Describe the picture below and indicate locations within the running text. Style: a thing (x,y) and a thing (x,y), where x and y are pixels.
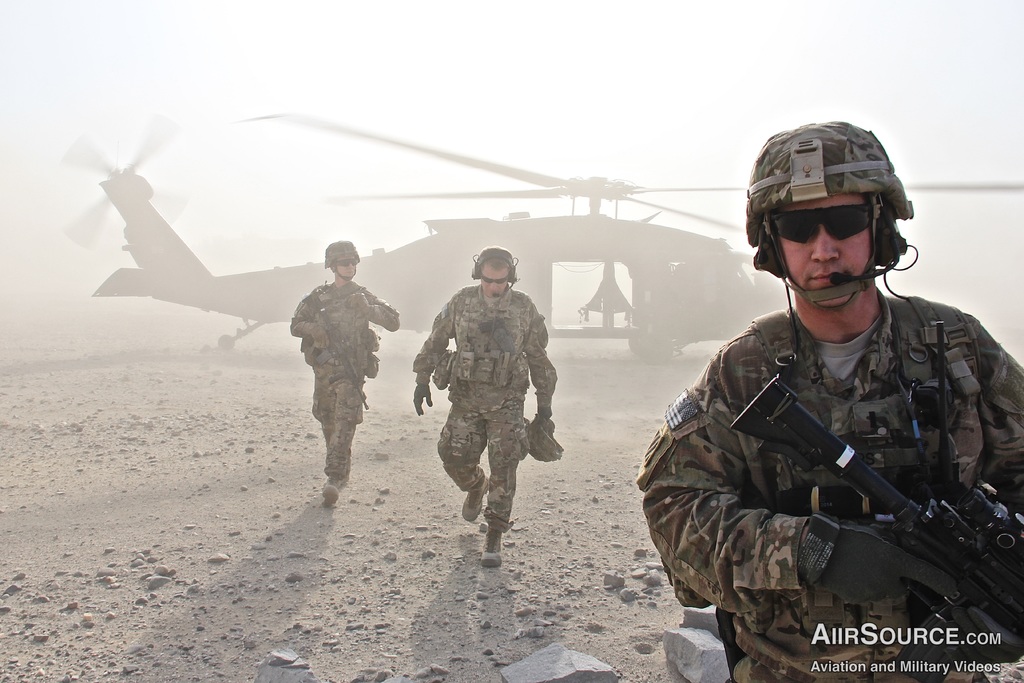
In this image, we can see three people (780,632) are wearing glasses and holding some objects (769,393). In the middle (496,429), we can see two people (469,443) are walking on the ground (236,572). Here we can see few stones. Background (178,274) we can see a helicopter (394,267). Right side (907,662) bottom, we can see some text (927,669).
